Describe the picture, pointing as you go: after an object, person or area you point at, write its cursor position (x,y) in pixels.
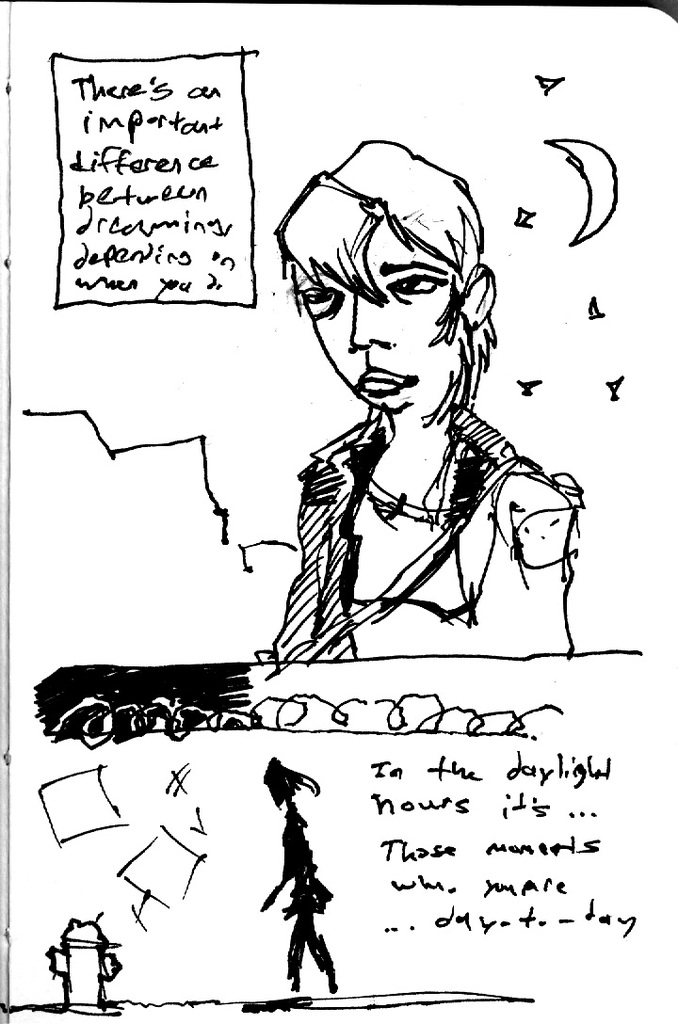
In this picture we can see drawings (368,469) of people (348,475), fire hydrant (93,955) and moon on the paper (149,707) and on the paper (264,758) it is written something.
